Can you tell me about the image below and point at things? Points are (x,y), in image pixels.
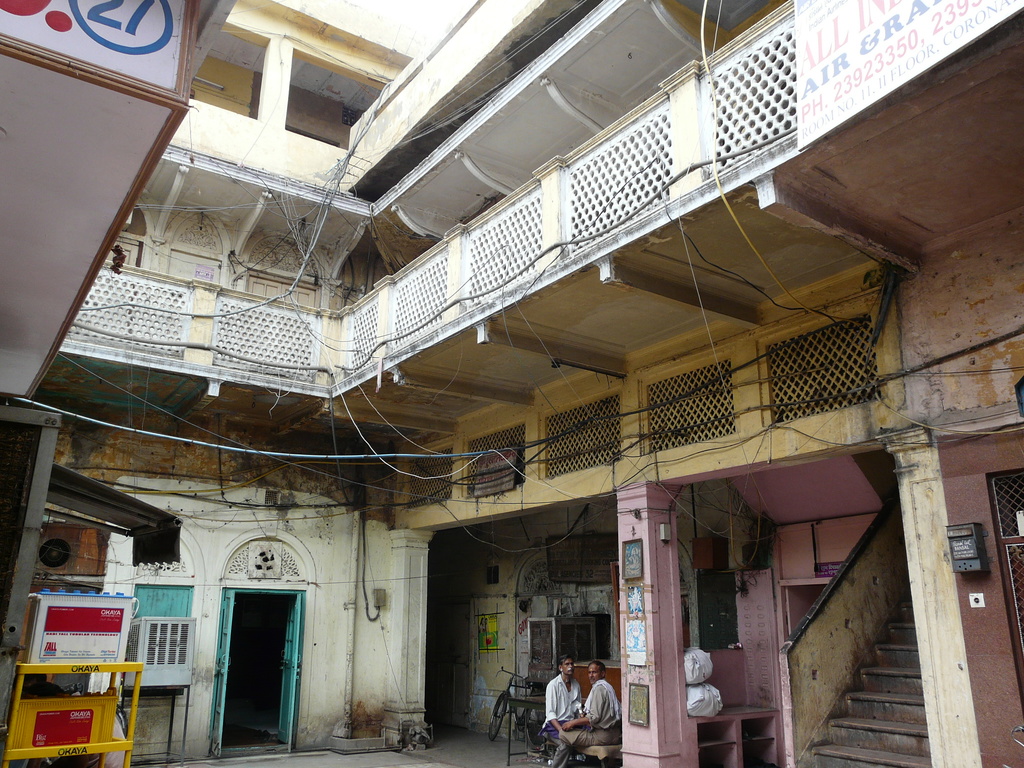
In the picture I can see buildings (394,499), fence (471,242), staircase (842,626), people (565,711) sitting on chairs (597,751). On the left side of the image (63,607) I can see doors (219,680), machines (173,683), pillars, wires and some other objects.
